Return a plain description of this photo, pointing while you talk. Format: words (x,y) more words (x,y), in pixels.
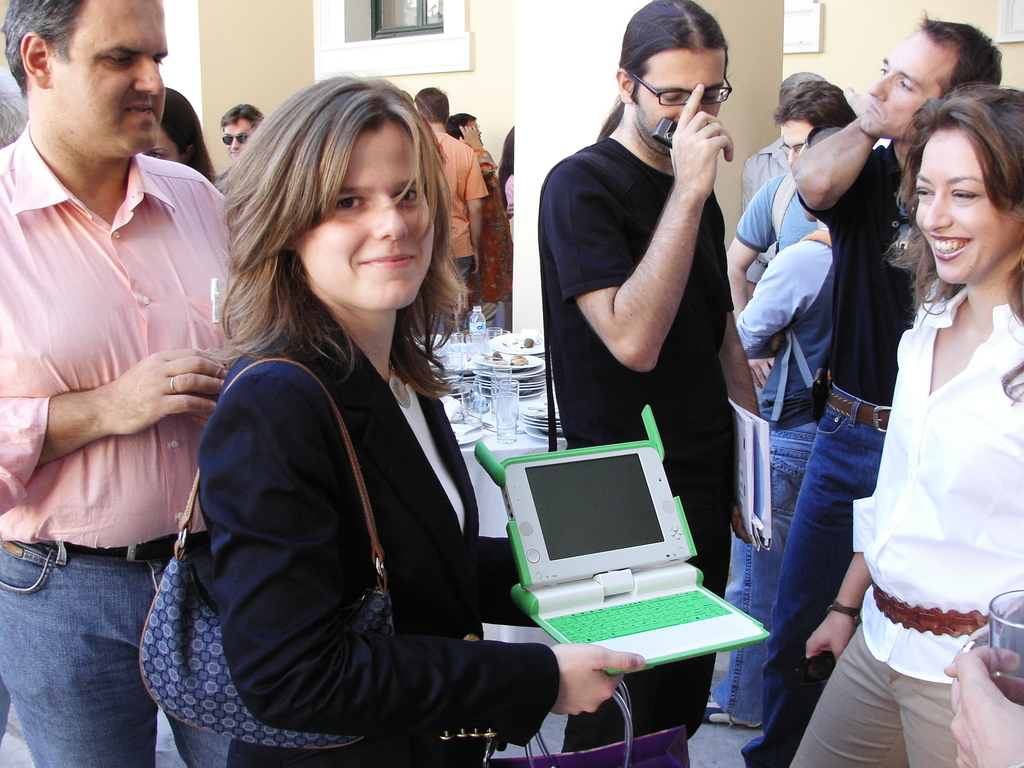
Here in this picture we can see a group of people (384,325) standing over a place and the woman (371,495) in the middle (379,383) is holding a small green laptop (582,545) in her hand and also carrying a hand bag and we can see the two women (358,431) in the front (358,431) are smiling and the person (693,134) in the middle (658,400) is holding a mobile phone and wearing spectacles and behind them we can see a table (492,413), on which we can see plates (491,379), bottles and we can also see a pillar (532,191) present.
